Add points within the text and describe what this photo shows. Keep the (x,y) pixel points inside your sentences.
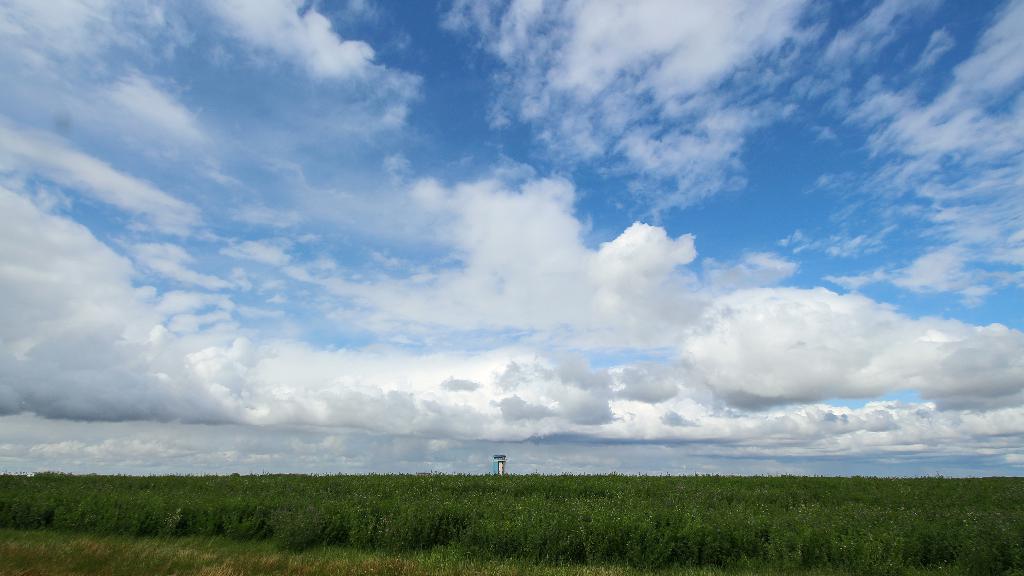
In this image we can see the green fields (655,507) on the ground (518,482), one object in the middle of the image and there is the cloudy sky (456,405) in the background (364,372).
